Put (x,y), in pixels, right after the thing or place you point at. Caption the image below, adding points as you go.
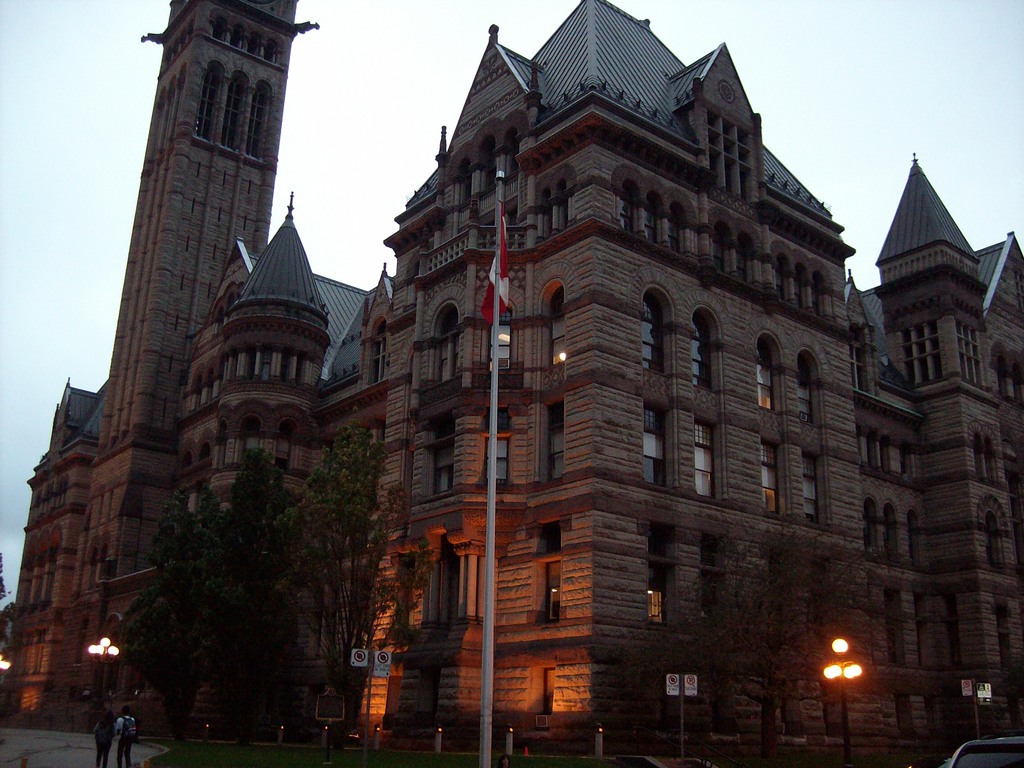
In this image there is a tall building (708,334) in the middle (636,304). In front of the building (482,419) there is a flag post (499,283) to which there is a flag (506,287). At the bottom (174,662) there are lights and a tree (281,581). At the top (352,75) there is the sky (352,75).
